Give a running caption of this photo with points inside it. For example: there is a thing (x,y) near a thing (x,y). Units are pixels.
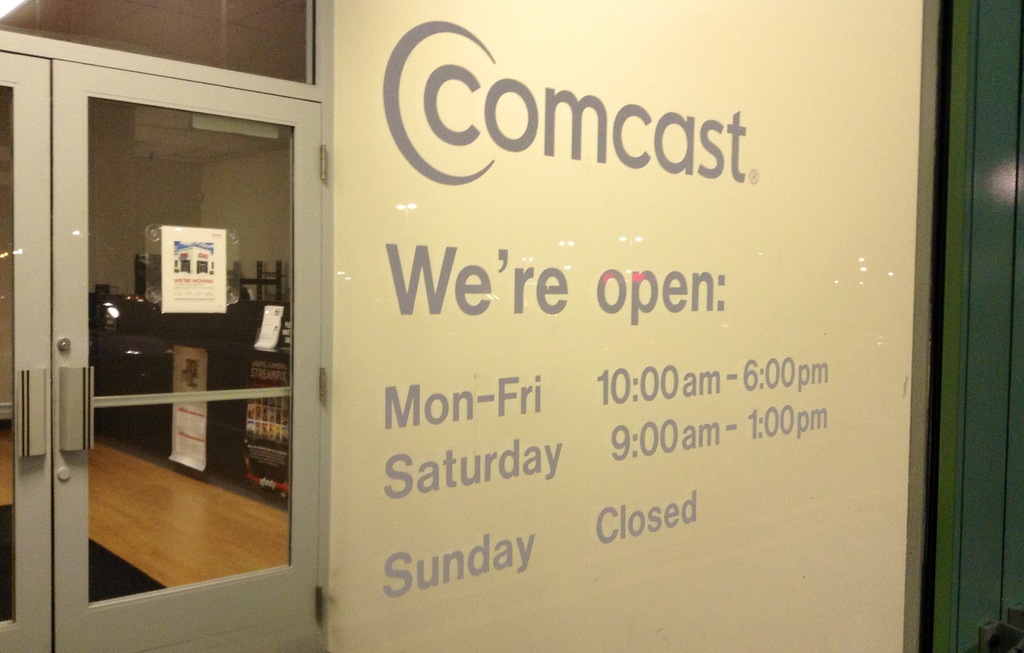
In the center of the image (498,320) there is a wall (632,442). On the left (190,149) there is a door (59,518) and we can see tables (246,361) through the glass (157,356) of a door (214,347).
